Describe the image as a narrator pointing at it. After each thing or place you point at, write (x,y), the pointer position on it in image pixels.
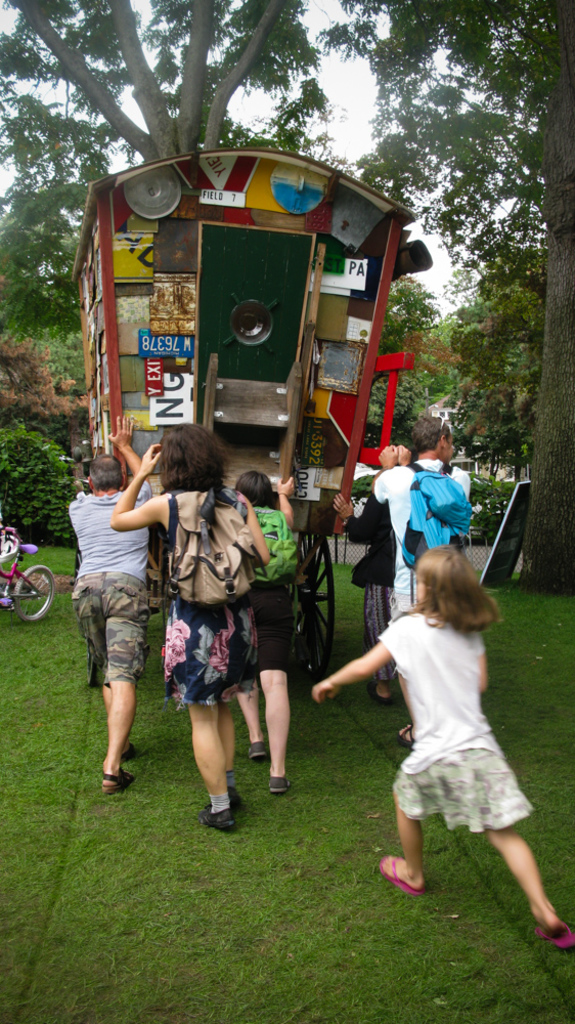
In this picture we can see group of people (129,546) where they are pushing the vehicle (238,367) and a girl (449,801) is running behind them and aside to this vehicle (141,358) we have bicycle (7,594) and they all are on the ground (154,819) with grass (182,878) and in the background (60,135) we can see trees (488,282), sky (345,95), here the persons (251,515) are carrying their bags (268,544).
